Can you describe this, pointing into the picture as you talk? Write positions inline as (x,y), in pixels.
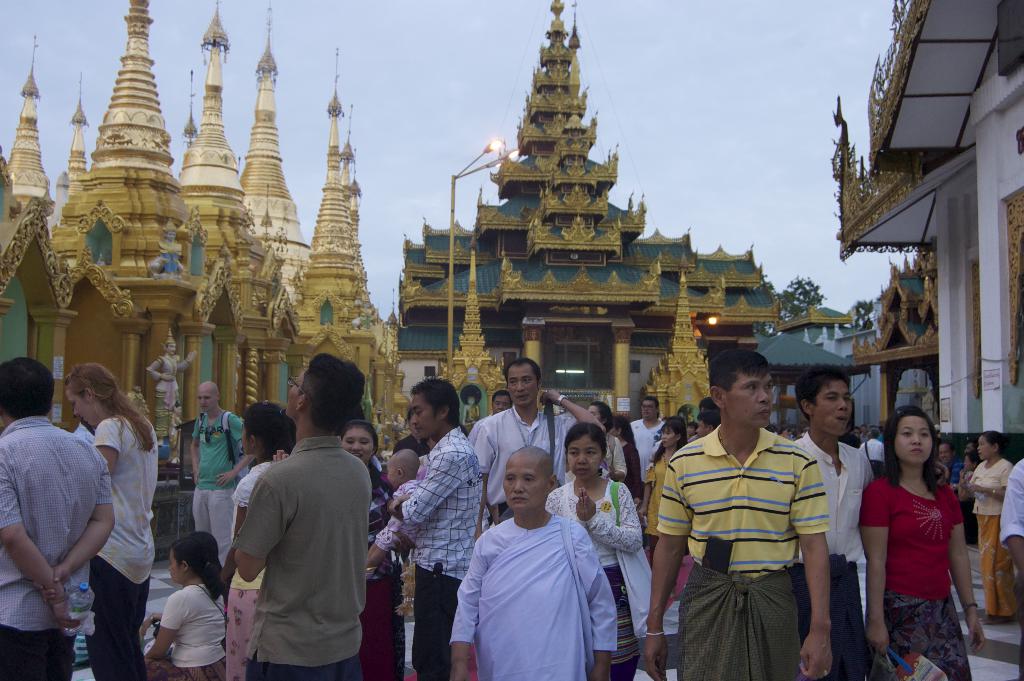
In this image there are some persons (486,557) standing on the bottom of this image (416,542) and there are some temples (569,321) in the background (459,307). there is a sky (475,77) on the top of this image (602,50).
